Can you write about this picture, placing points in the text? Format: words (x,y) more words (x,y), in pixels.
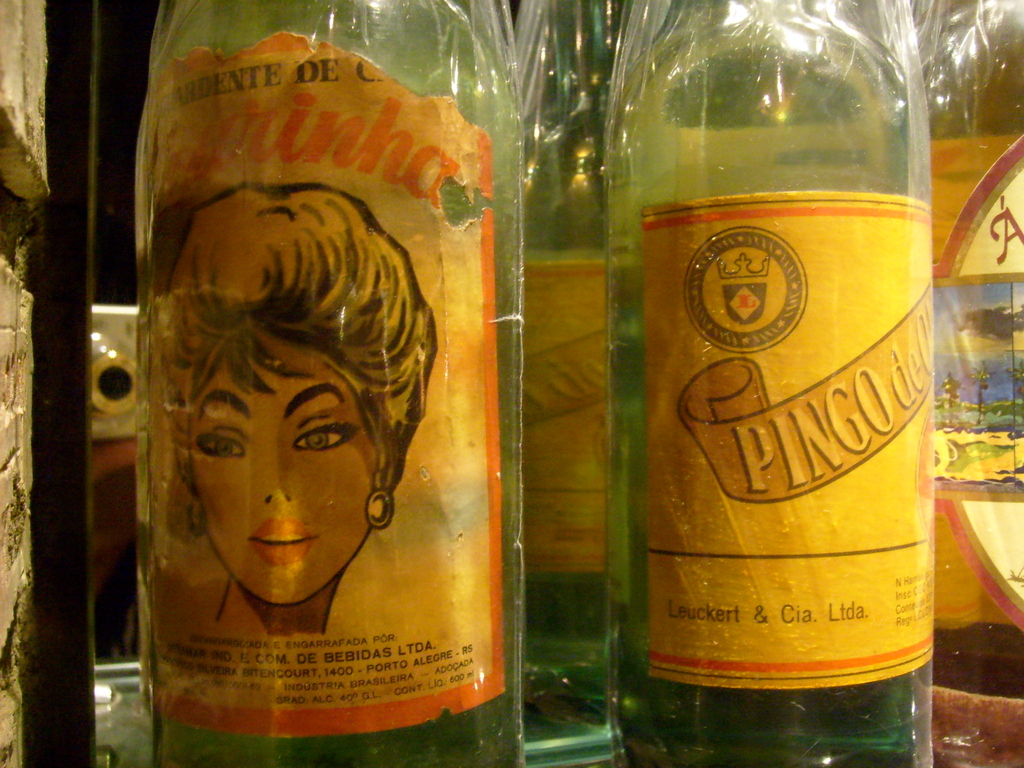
In this picture there are few bottles (701,304) put on a table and beside that bottles (185,310) there is a wall (16,106).
